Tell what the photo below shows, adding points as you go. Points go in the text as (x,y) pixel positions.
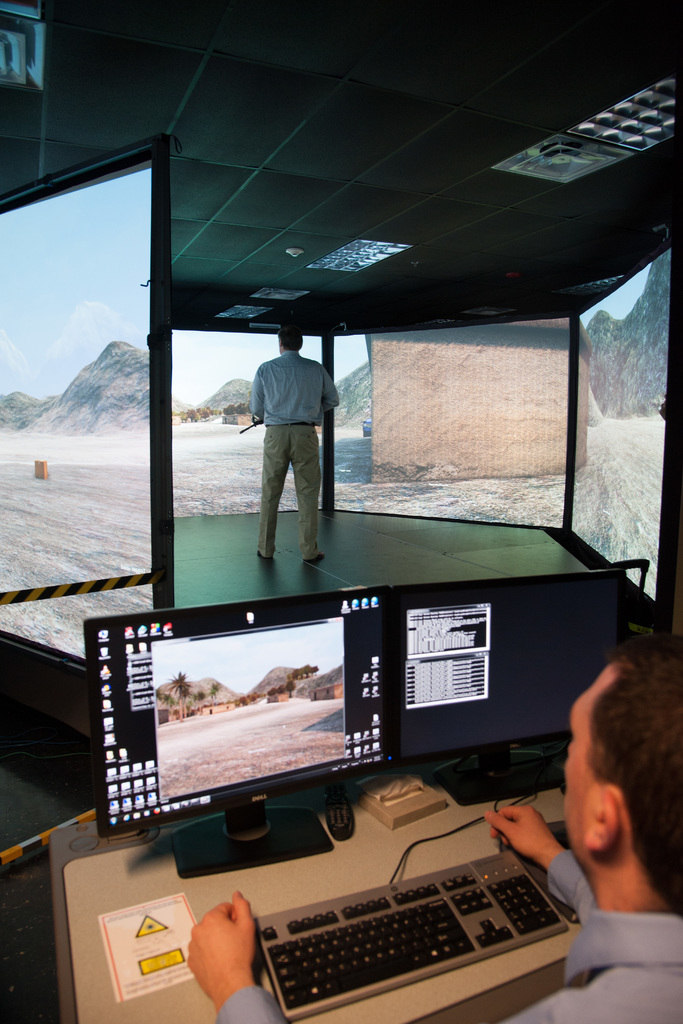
In this picture i can see a man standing and there is a sky (72,344) and there are system (124,714) on table (176,893) and there a keyboard (339,940) and the man (646,947) kept his hand (548,836) on the table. on the right corner (571,839) there is another man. in the system (336,650) there are the houses (212,708). in the left corner (81,521) there is a road (53,530).
